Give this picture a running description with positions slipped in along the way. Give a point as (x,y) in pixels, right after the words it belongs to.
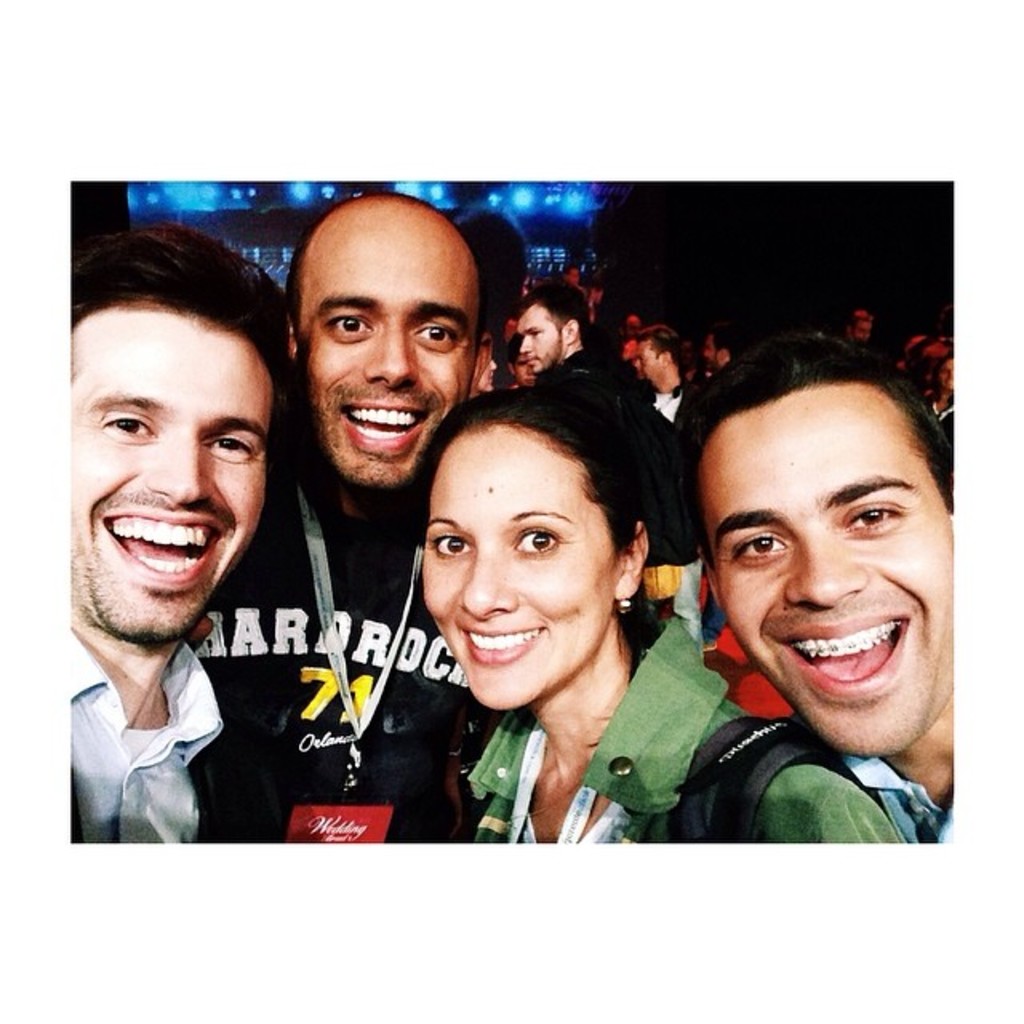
There are four persons (880,733) in different color dresses (228,608), smiling. In the background (645,427), there are other persons (721,368) and there are blue color lights (155,191). And the background (883,294) is dark in color.
